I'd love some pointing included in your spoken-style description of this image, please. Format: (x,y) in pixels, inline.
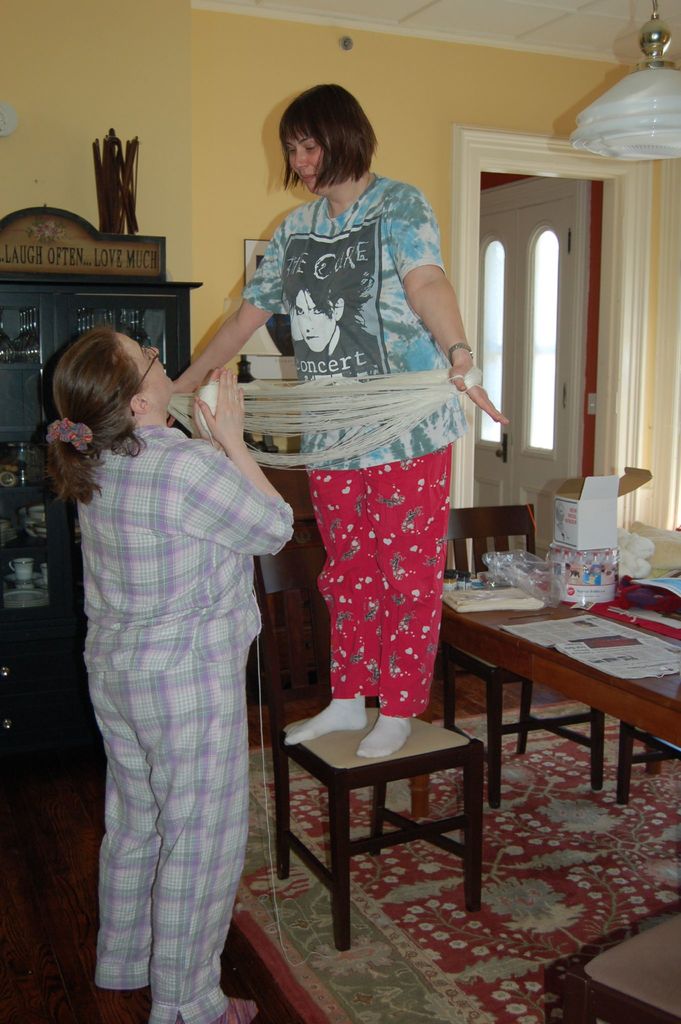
In this picture we can see two woman (211,427) where one is standing on floor (260,933) and other is standing on stool (440,752) holding rope (384,399) with her hand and in background (210,214) we can see wall (193,216), cupboards (47,327), door (504,306), table (605,695) and on table (602,709) we have papers (605,631), boxes (567,560).
